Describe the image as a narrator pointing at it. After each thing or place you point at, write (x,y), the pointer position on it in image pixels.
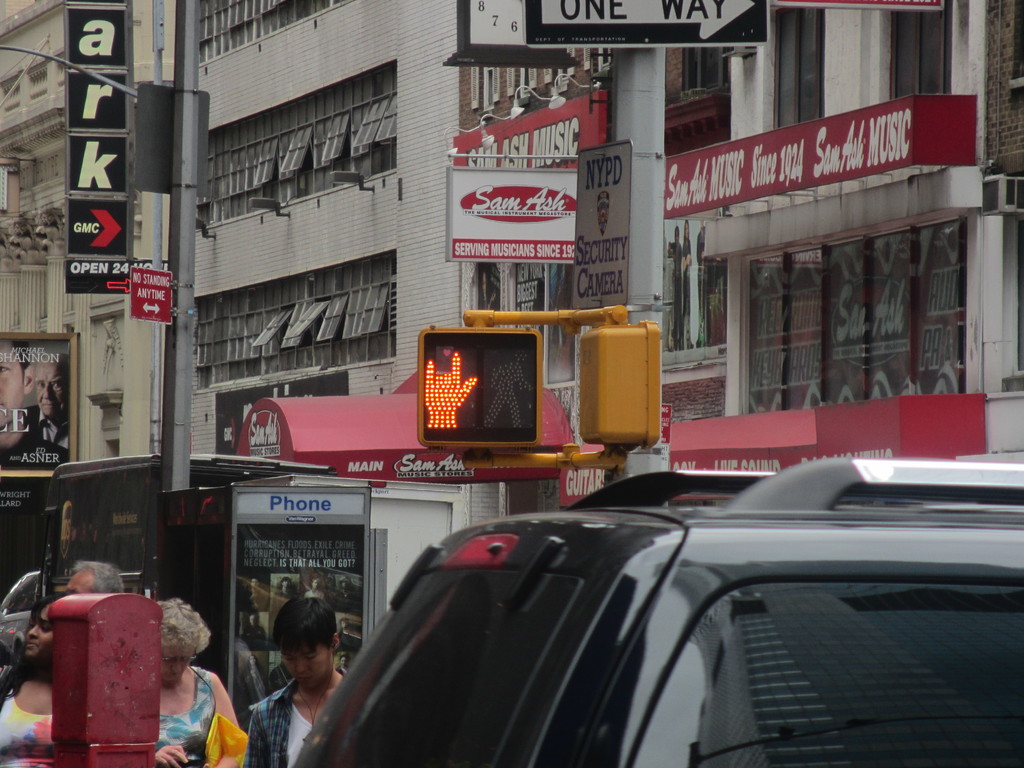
At the bottom (689,584) there is a vehicle (748,632) in black color, on the left side (198,696) few people (172,663) are there, in the middle (539,337) there is a traffic signal (494,385) in orange color and there are stores (918,307) in this image. There are buildings (20,228) at the backside of an image (386,243). At the bottom (310,537) there is a phone box (297,576).
